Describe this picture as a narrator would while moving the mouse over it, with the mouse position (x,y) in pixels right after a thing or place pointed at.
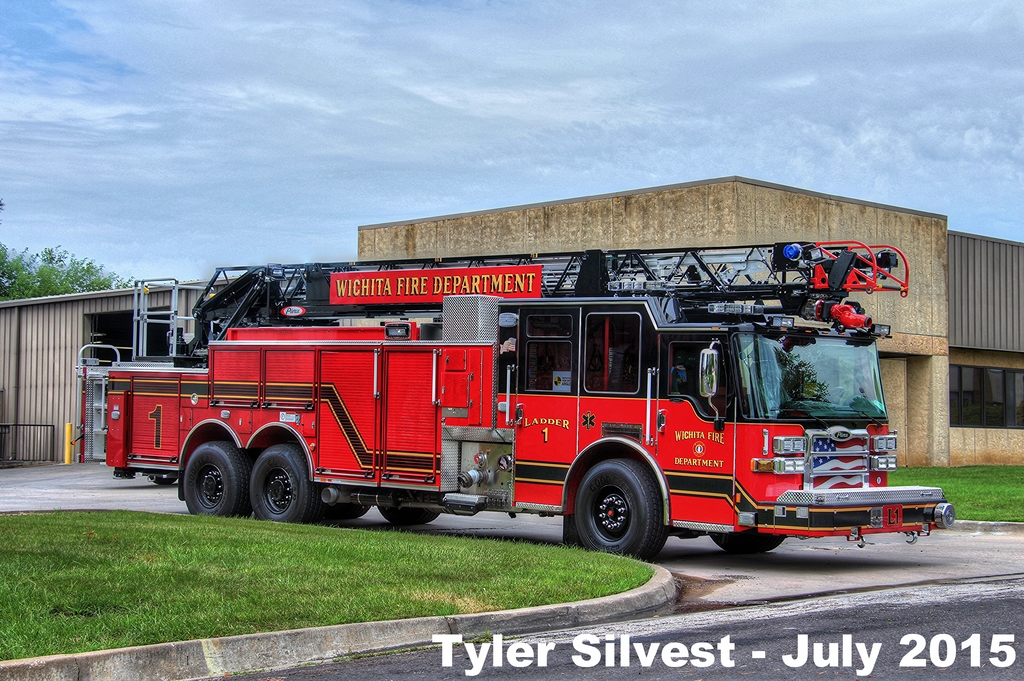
In the image I can see the road (776,640), some grass (542,562) on the ground (813,552) and a vehicle (464,403) which is red and black in color on the road (760,640). In the background (708,218) I can see few trees (56,260), few buildings (706,235) and the sky (390,108).
